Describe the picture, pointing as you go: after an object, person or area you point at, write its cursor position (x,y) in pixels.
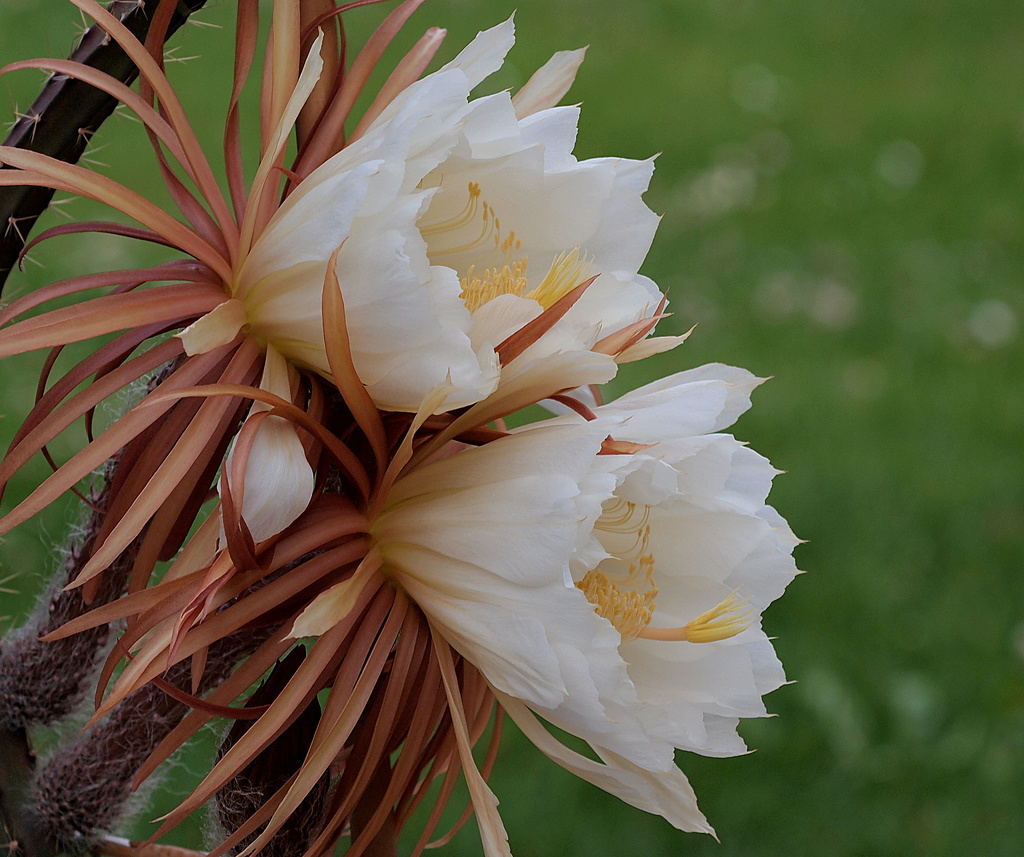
In this image, we can see some flowers (203,382). We can also see an object (27,116) on the left (114,55). We can also see the blurred background (1016,44).
